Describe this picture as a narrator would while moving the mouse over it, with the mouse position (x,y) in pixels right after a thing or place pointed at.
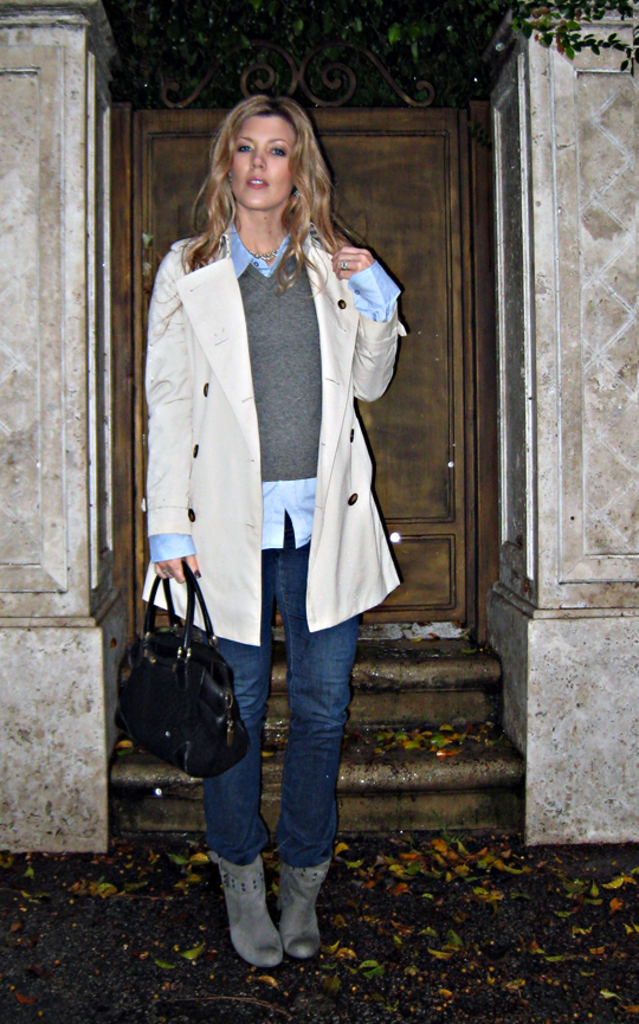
This picture seems to be of outside. In the center (272,350) there is a woman (291,895) holding a black color purse (201,685) and standing. In the background (469,124) we can see a door (421,173), stairs (462,695) and walls (595,233).
